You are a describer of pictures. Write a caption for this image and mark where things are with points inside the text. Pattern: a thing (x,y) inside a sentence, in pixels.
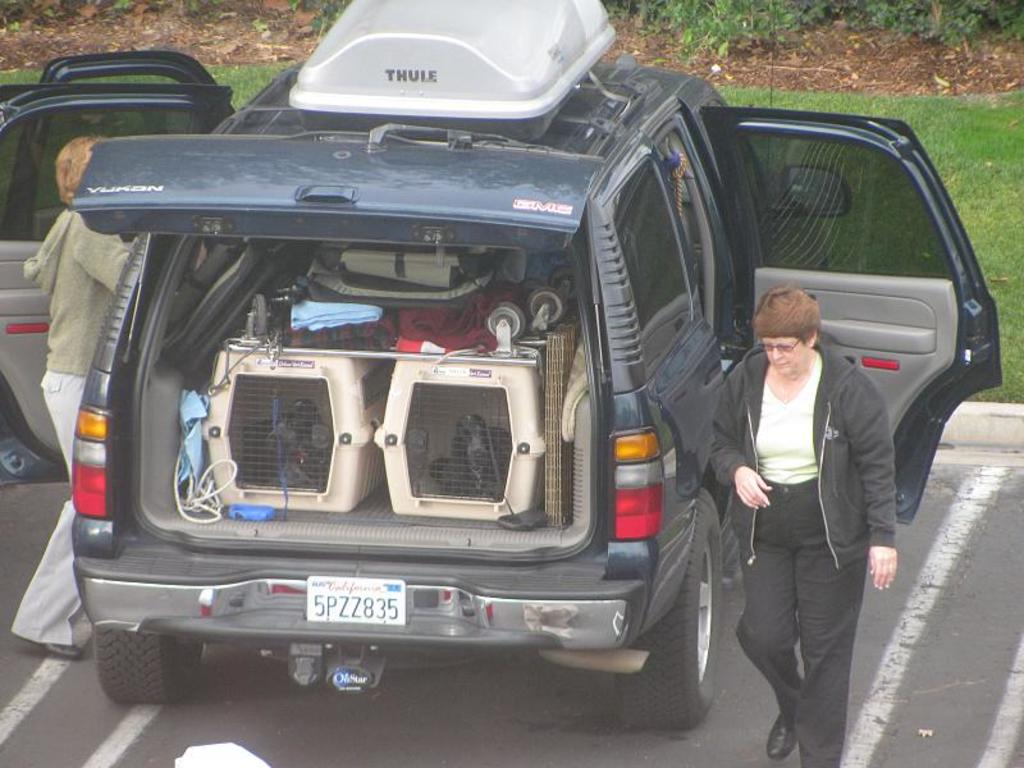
In this image we can see a car (476,558) which is placed on the road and two people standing beside it. We can also see some clothes (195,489), wire (217,504), a mat (550,466) and containers (321,504) in a boot (156,481) of a car (159,500). On the backside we can see some grass (758,100) and the plants (723,52).
